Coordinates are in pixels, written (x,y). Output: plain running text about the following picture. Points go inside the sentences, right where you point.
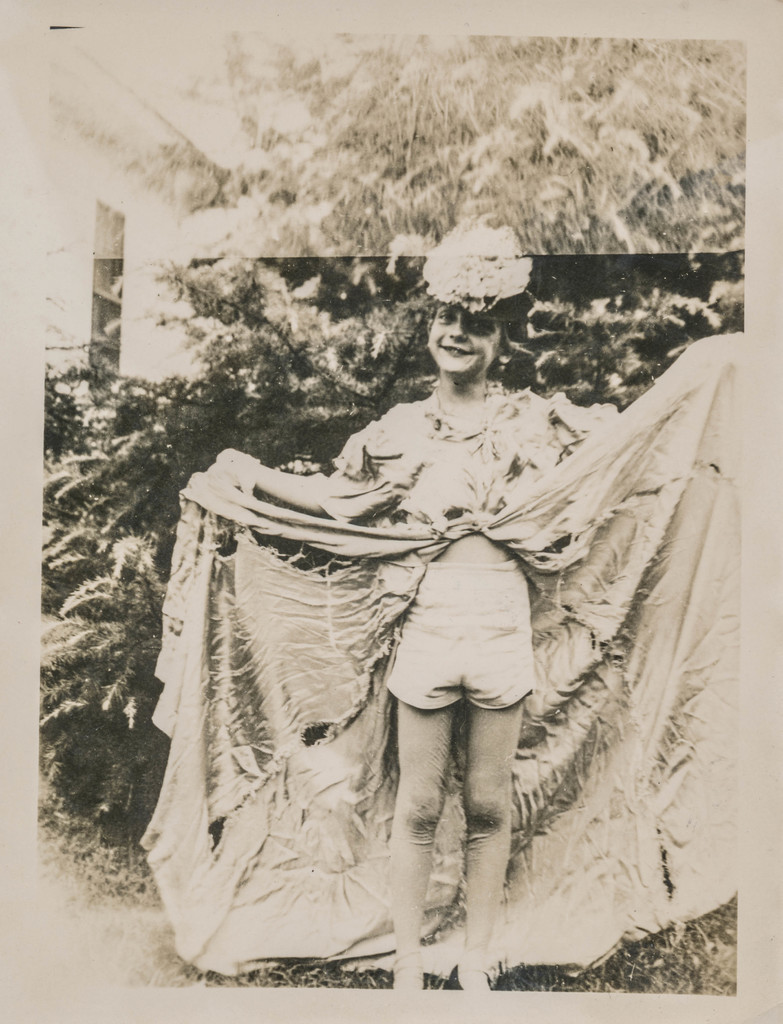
In this image I can see a girl (406,467) standing and smiling. Back I can see trees (357,180). The image is black and white.
